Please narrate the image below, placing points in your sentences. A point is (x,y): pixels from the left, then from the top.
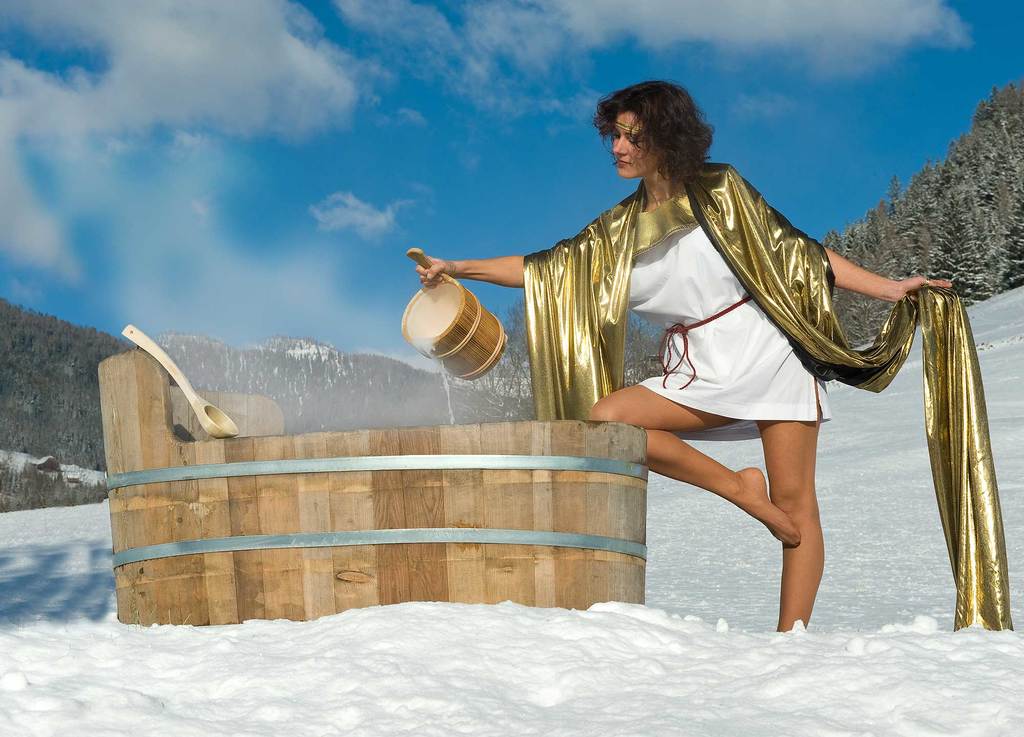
In this picture I can see snow (614,662), there is a woman (617,312) standing and holding a wooden object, there is a spoon (205,417) on the wooden bathtub (221,453), which is on the snow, there are trees (72,408), there are snow mountains (76,394), and in the background (355,188) there is the sky (373,94).
